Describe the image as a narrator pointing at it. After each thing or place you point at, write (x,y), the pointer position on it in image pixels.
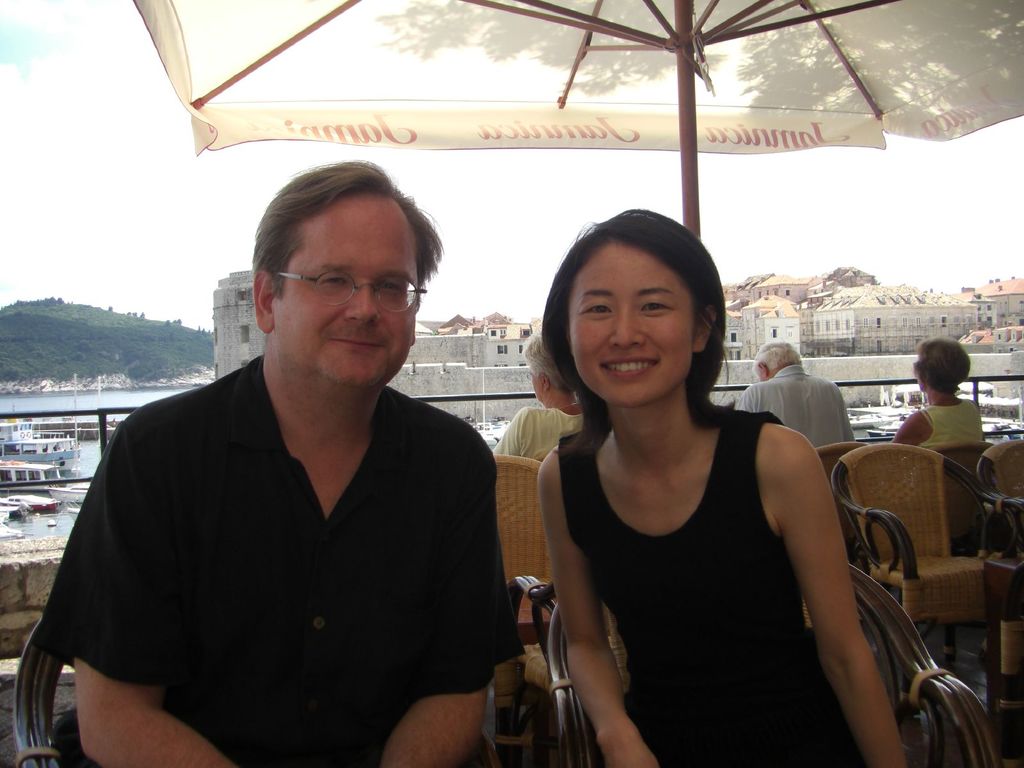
In this image on the right side (696,510) there is one woman (647,493) who is sitting and on the left side (316,499) there is one man (272,407) who is sitting. On the top (406,39) there is one umbrella (606,76) and in the middle (442,343) there is a sky (485,227) and some buildings (506,336), and on the left side (56,336) there are some mountains (39,331). Beside that mountain (75,366) there is a river (30,404) and boats (45,464) are there and on the right side (998,496) there are some chairs (890,535).
